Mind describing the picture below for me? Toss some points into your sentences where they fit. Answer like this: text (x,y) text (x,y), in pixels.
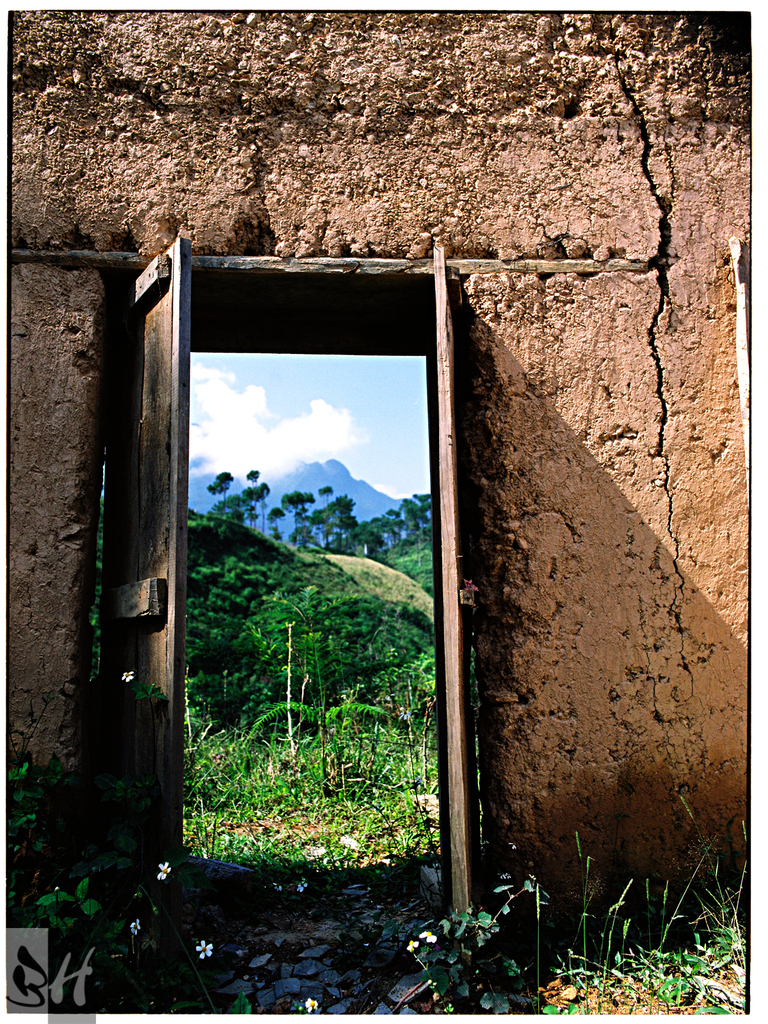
In the center of the image (437,455) there is a door (112,604). Beside the door (435,611) there is a wall (394,112). At the bottom of the image (294,755) there is grass (262,773) on the surface (266,758). In the background of the image (287,420) there are trees (333,508) and sky (344,378).
